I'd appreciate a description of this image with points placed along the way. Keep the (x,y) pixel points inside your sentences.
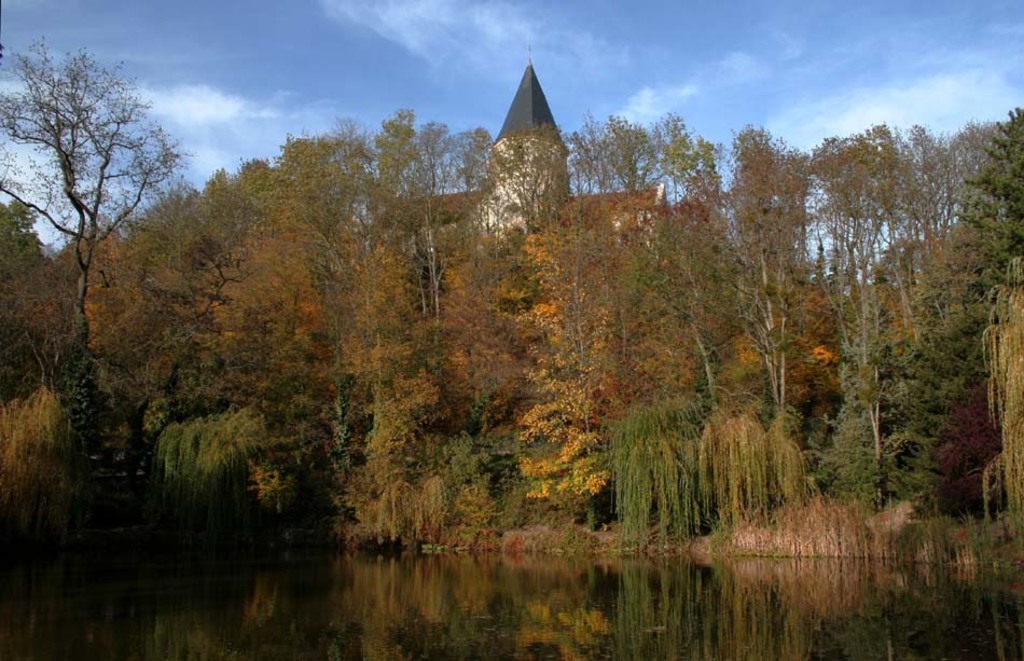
In this image there are trees (466,397). At the bottom (566,595) there is water (581,609) and we can see a building (493,201). In the background (559,39) there is sky (388,70).
